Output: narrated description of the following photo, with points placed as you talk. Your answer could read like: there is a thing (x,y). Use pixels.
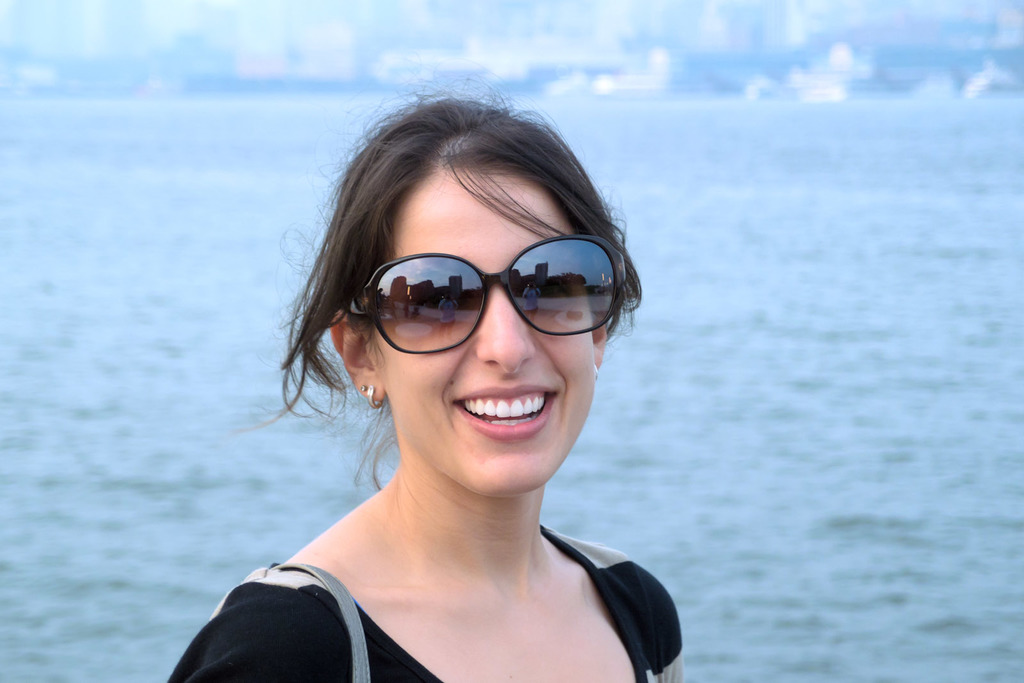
In the center of the image (455,398) we can see a lady (455,340) smiling. She is wearing goggles (554,317). In the background (730,285) there are buildings (708,20) and water (194,244).
